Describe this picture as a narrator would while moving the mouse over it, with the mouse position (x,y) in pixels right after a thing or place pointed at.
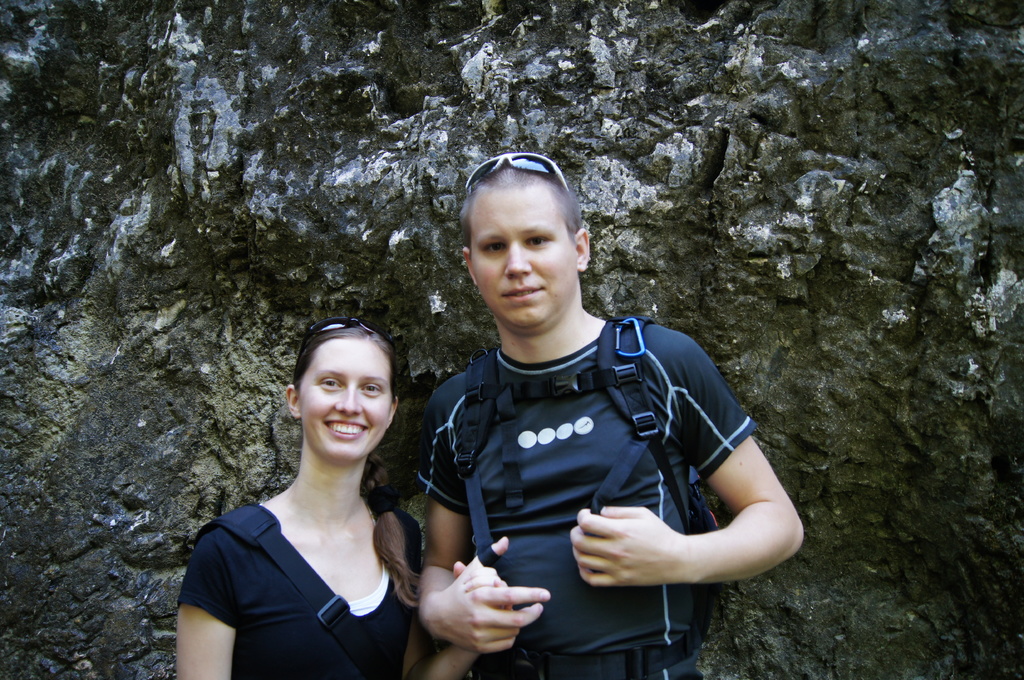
In this picture we can see two persons (367,529) standing and smiling here, a person (440,438) on the right side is carrying a backpack (472,491).
